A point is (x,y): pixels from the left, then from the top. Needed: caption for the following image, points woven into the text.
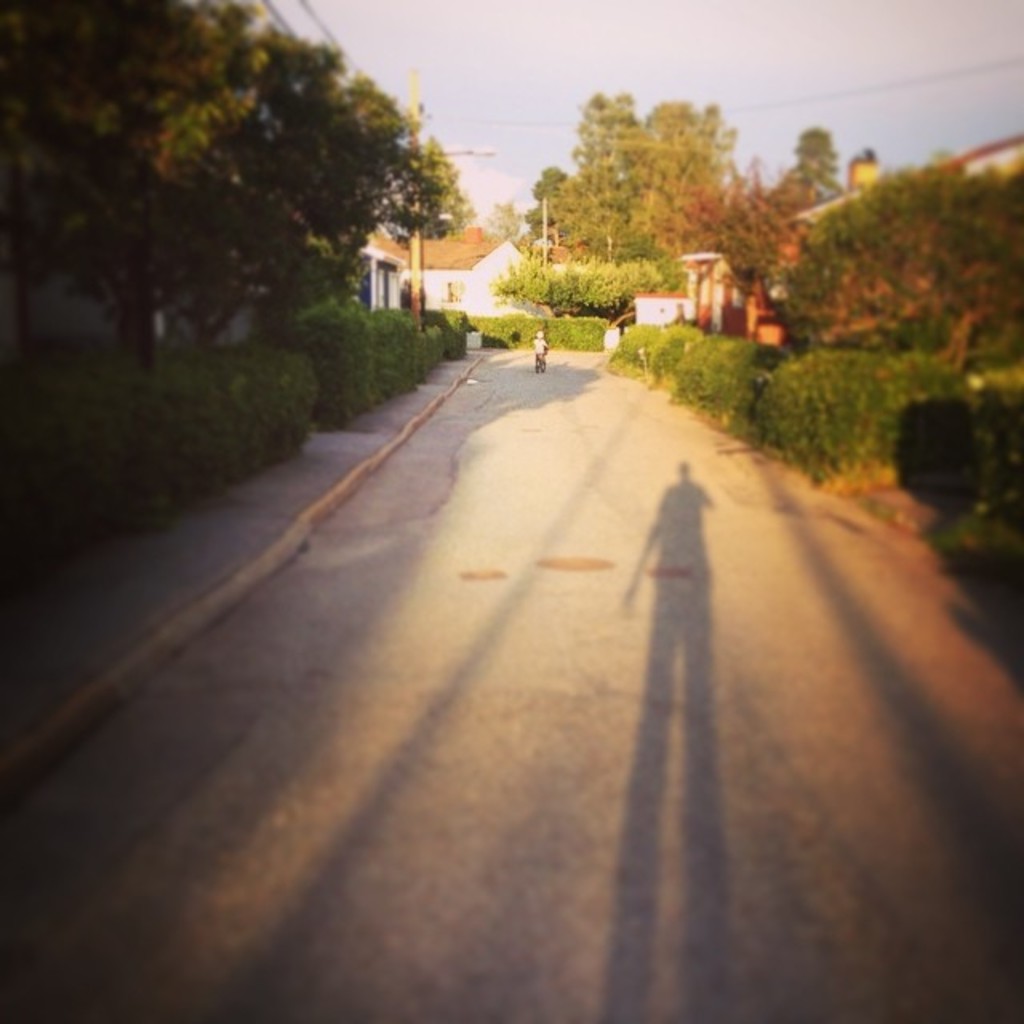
In this image I can see a path (621,679), shadows (686,698), plants (783,411), trees (321,91), buildings (397,284), wires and the sky (575,100) in background (689,108).
